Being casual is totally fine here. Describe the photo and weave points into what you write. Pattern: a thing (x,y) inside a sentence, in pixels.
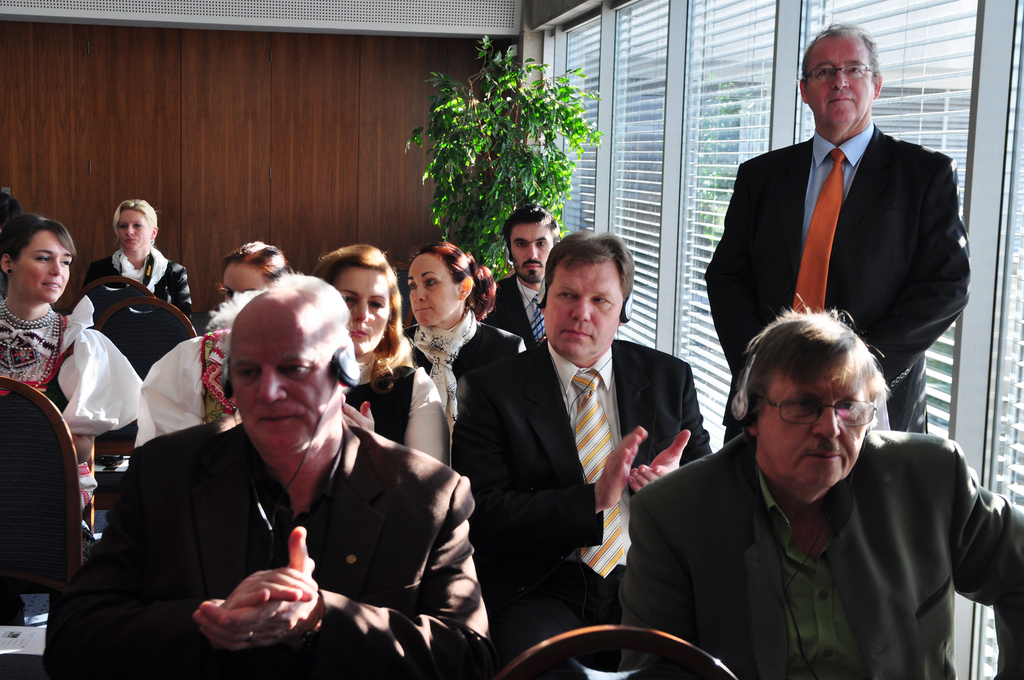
In the image in the center (477,273) we can see one person (776,263) standing and few people (453,417) were sitting on the chair (57,498). And few people (550,297) were smiling, which we can see on their faces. In the background (676,249) there is a wooden wall (215,129), plant (496,81) and window blinds (695,60).
